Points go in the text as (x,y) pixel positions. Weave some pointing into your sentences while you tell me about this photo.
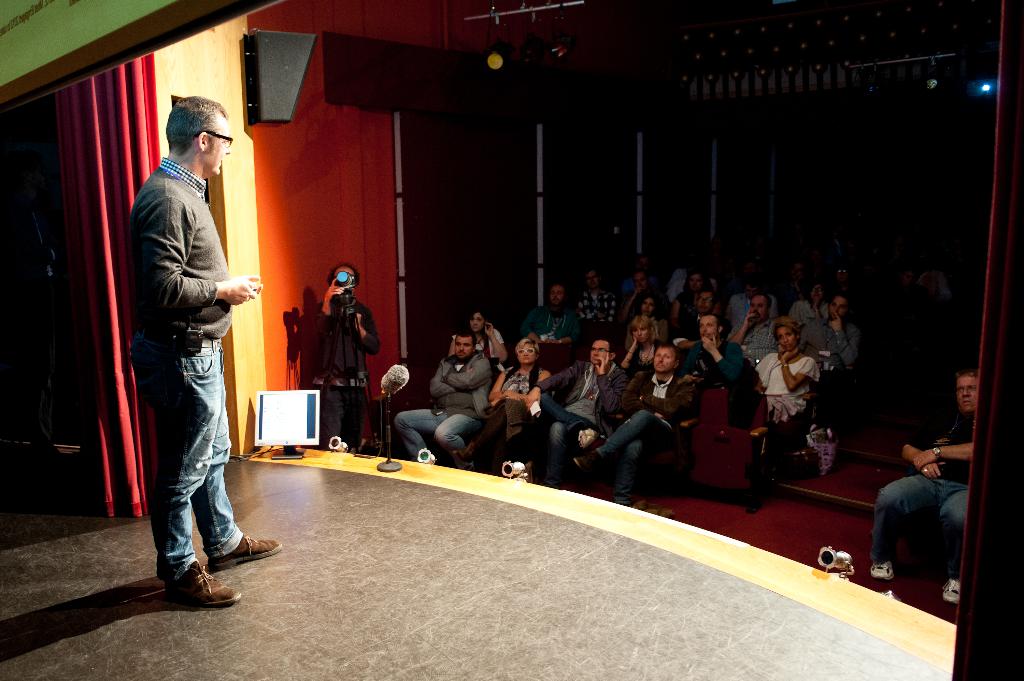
This picture is taken on the stage (259,469). On the stage (281,611), there is a person (184,233) wearing a grey jacket (186,296), blue jeans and he is holding something. Before him, there are people (524,342) sitting on the chairs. In the center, there is a man (370,355) holding a camera (345,271). Towards the left (115,309), there is a curtain (129,233) which is in red in color.
